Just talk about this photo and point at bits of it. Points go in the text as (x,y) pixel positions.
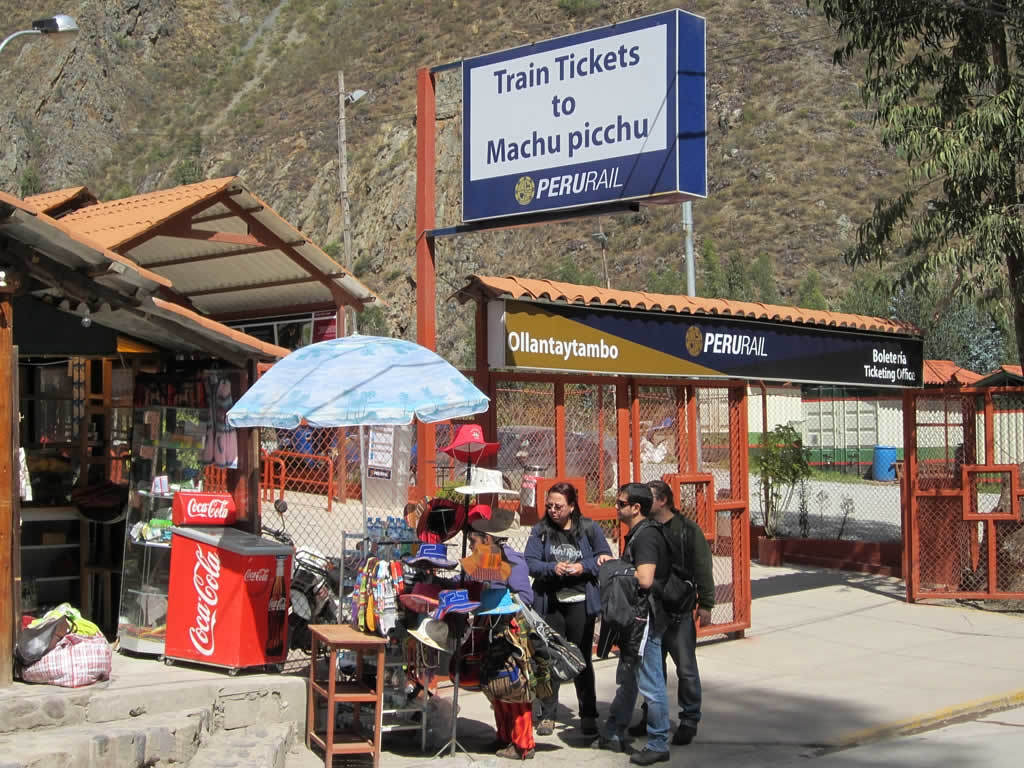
In the foreground (496,733) I can see a group of people (640,511), table (329,686) and an umbrella hut (381,418) on the road (592,767). In the background (214,286) I can see a shop (228,286), fridge (205,546), fence (501,440), plants (785,457), trees (964,326), board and a mountain (452,144). This image is taken may be near the hill station (840,279).
